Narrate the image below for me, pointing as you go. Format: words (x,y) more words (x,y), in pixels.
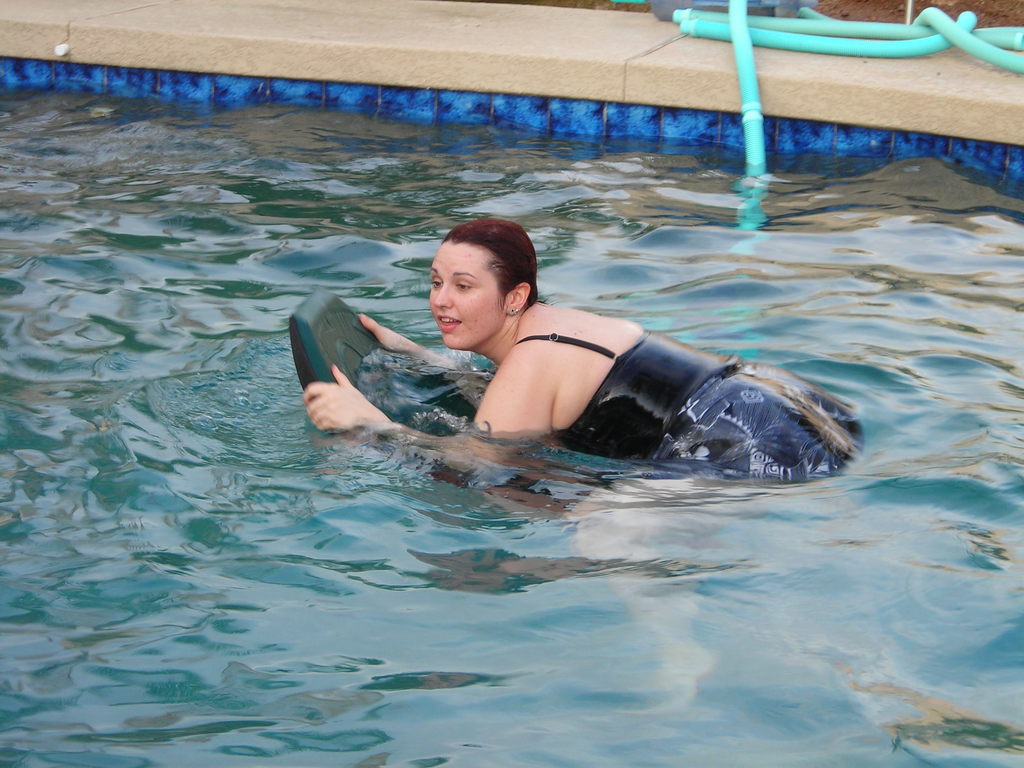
In this image at the bottom (387,584) there is a pool (142,318), and in the pool (577,452) there is one woman (629,396) who is swimming and she is holding some object (332,327). And in the background (689,23) there is a pipe (799,32).
